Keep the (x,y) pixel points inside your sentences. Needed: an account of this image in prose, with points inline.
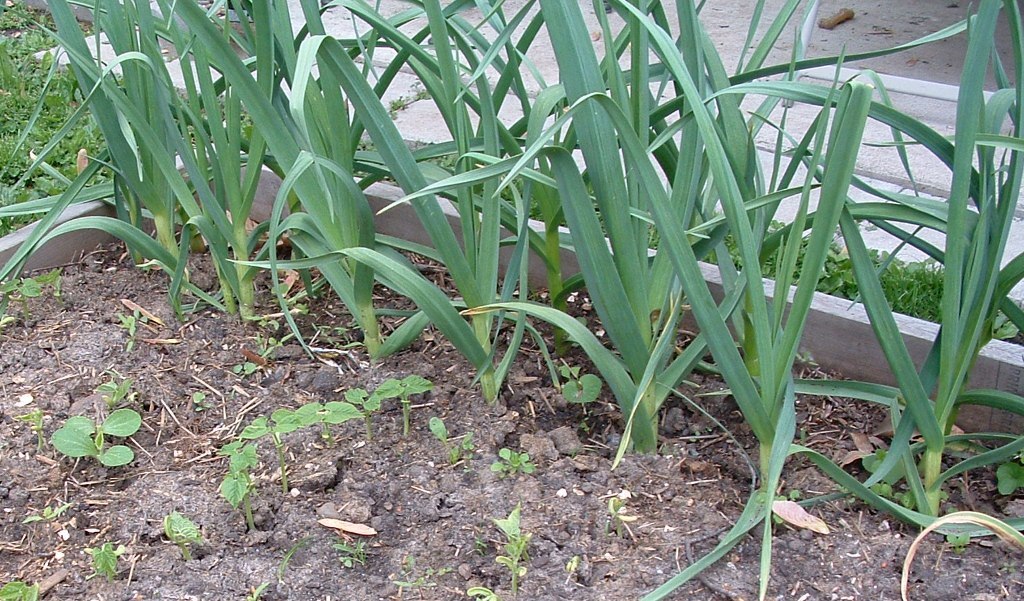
In this image, we can see some green color plants (365,264) and there is sand (199,271).
